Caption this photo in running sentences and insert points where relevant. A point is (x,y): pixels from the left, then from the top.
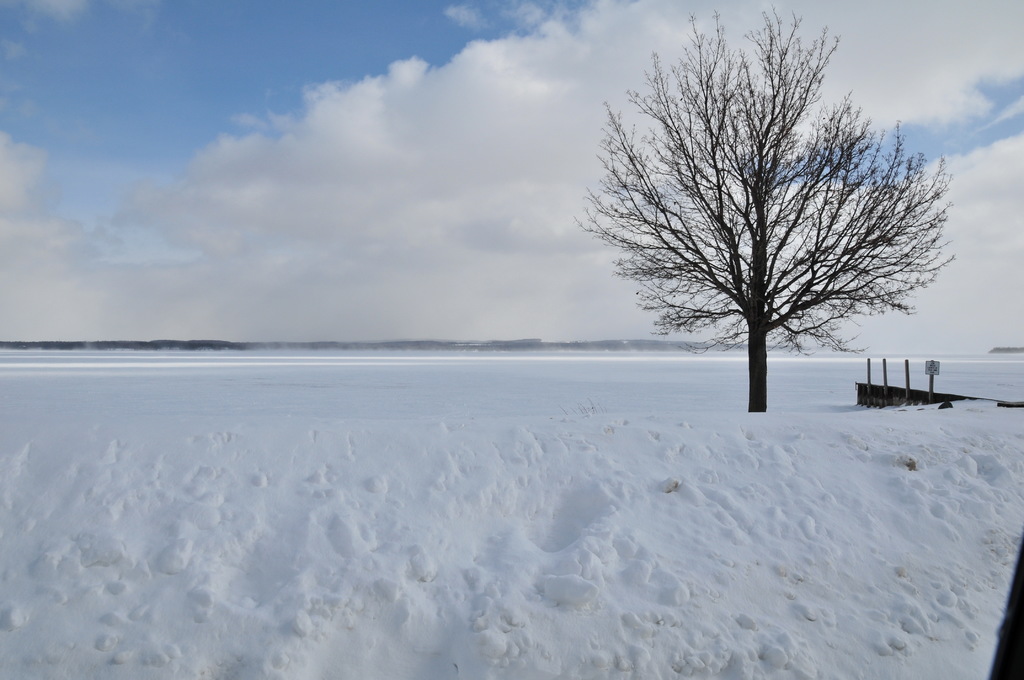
This is the beautiful picture of a location with the snow (594,481) and tree (733,245). And on the background (480,253) there is a sky (365,152) with heavy clouds (458,174).
